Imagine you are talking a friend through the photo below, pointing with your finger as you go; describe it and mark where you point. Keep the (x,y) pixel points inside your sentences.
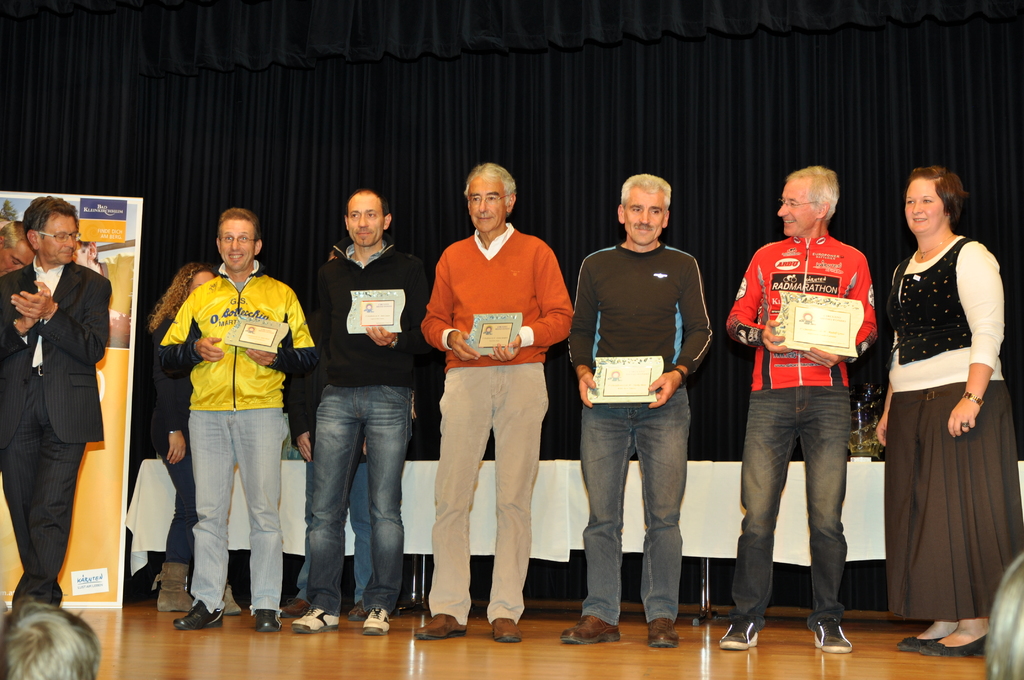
In this image we can see a group of people (463,330) are standing on the stage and holding certificates (484,342) in the hand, at the back (130,310) there is a banner (99,263), beside there is a table (533,516), there is a black curtain (718,274).
